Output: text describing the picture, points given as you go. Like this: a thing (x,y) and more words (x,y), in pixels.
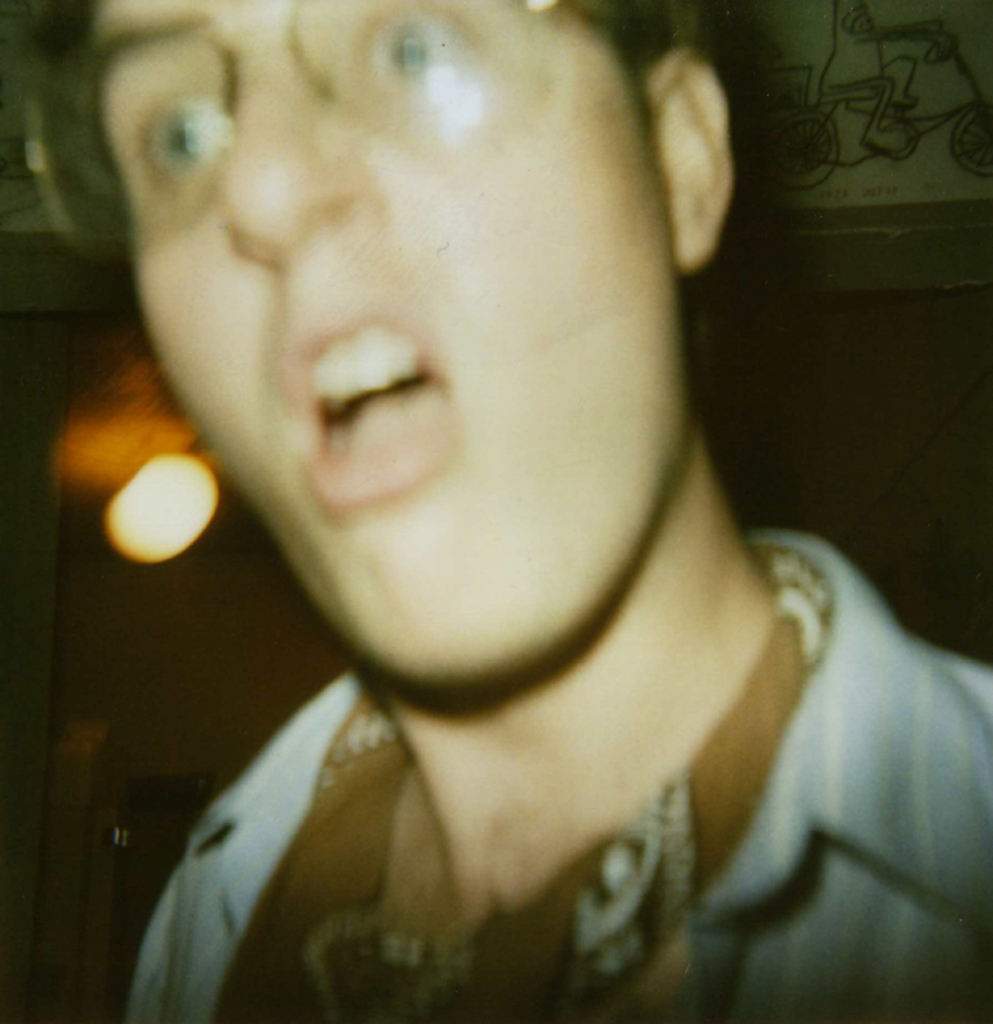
In this image, we can see a person (544,609) standing, on the left side (132,515), we can see a light (125,528) and we can see the wall (888,223).
